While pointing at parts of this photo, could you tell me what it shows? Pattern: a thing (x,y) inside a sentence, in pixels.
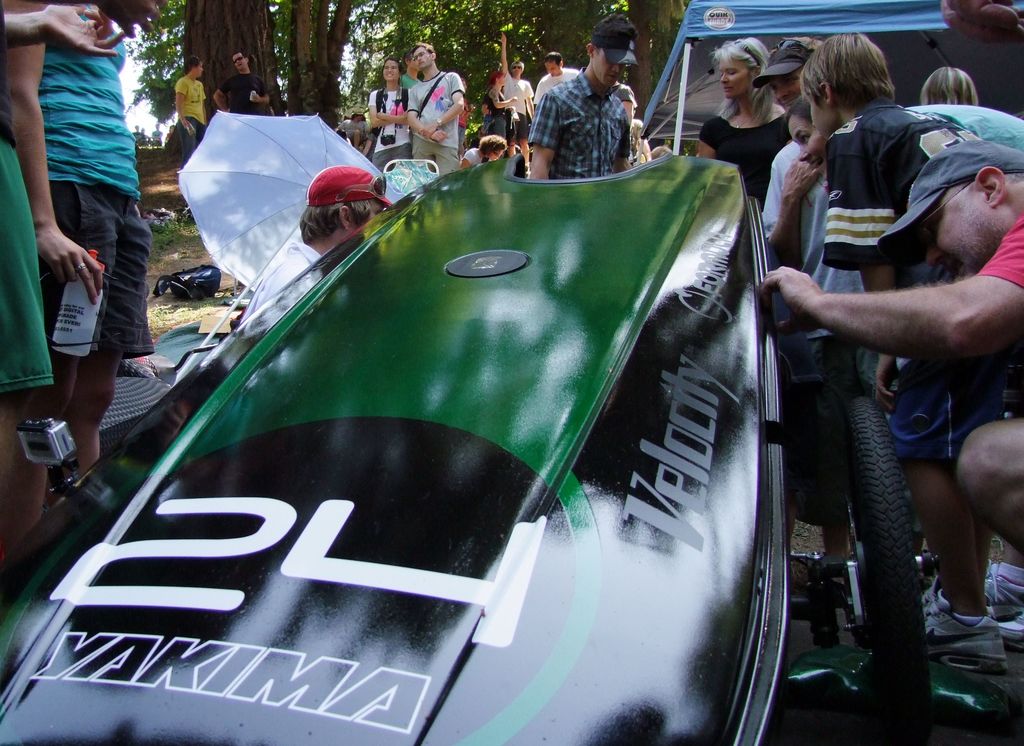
In the picture we can see a part of the sports car (449,689), near it, we can see some people (334,172) are sitting and holding it behind them and we can see some people (109,107) are standing and beside them, we can see an umbrella (292,196) and in the background (153,86) we can see a part of the tree (174,77) and a part of the sky (151,132) beside it.
